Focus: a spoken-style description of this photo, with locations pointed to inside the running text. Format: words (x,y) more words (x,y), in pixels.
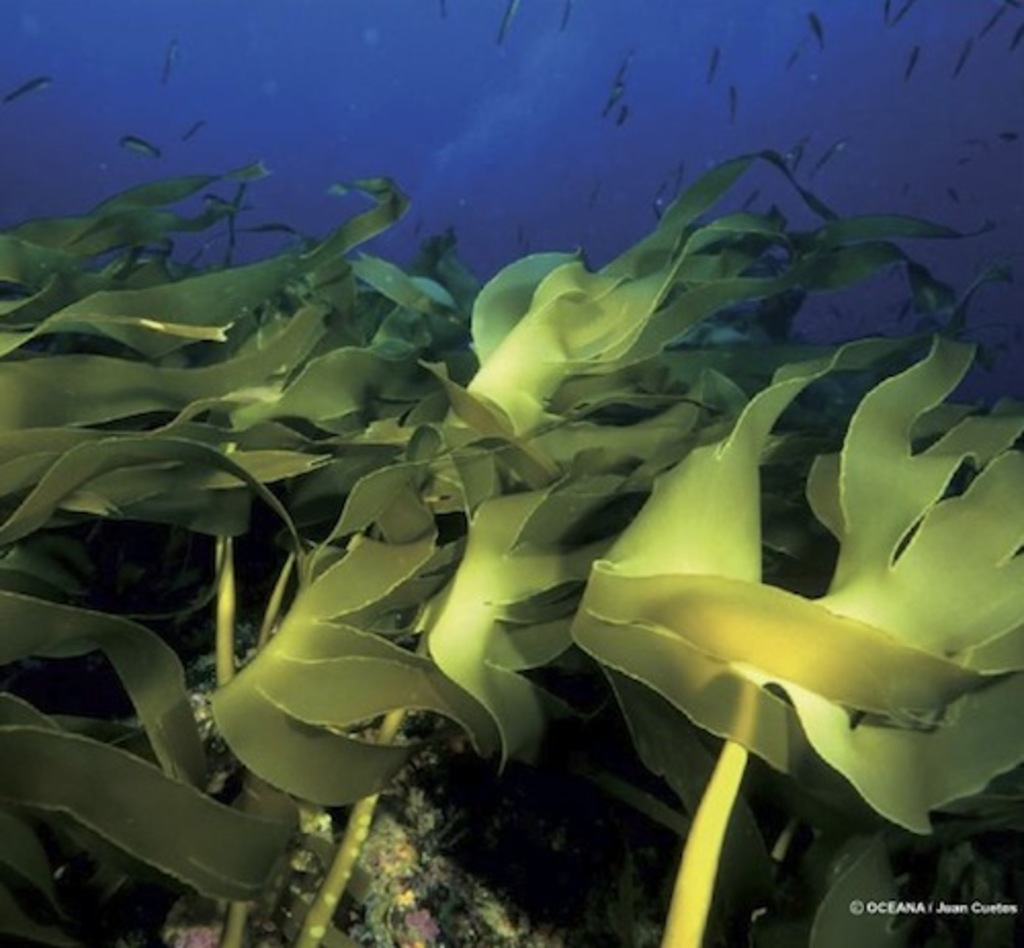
In the picture I can see the underwater environment (494,354). There are plants (228,343) in the water (852,190). I can see the water animals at the top of the picture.
